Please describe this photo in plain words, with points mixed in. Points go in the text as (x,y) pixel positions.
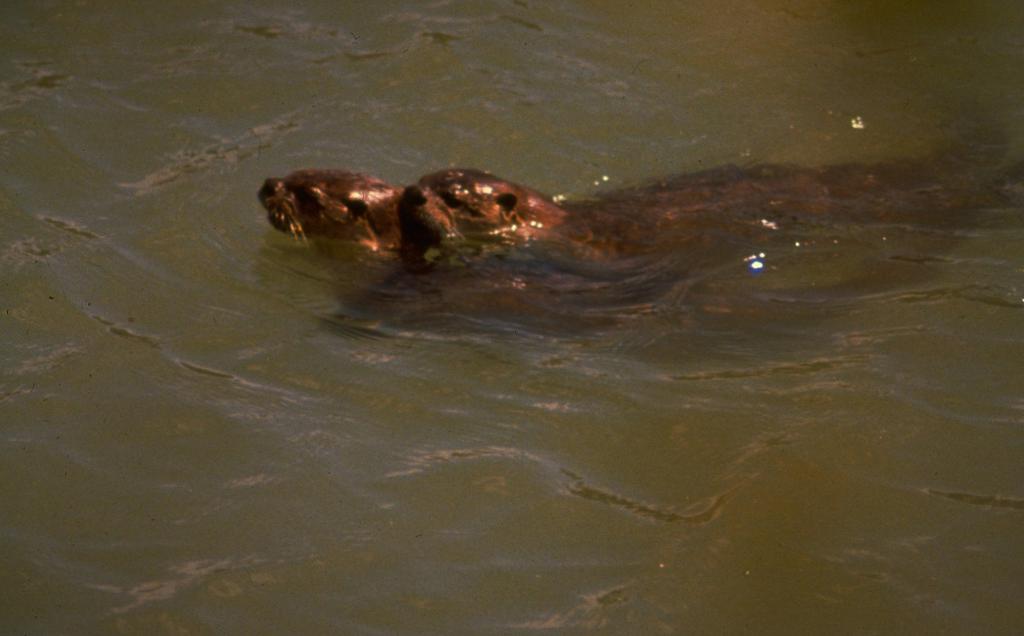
In this image we can see two otters (472,218) are in the water (27,353).
